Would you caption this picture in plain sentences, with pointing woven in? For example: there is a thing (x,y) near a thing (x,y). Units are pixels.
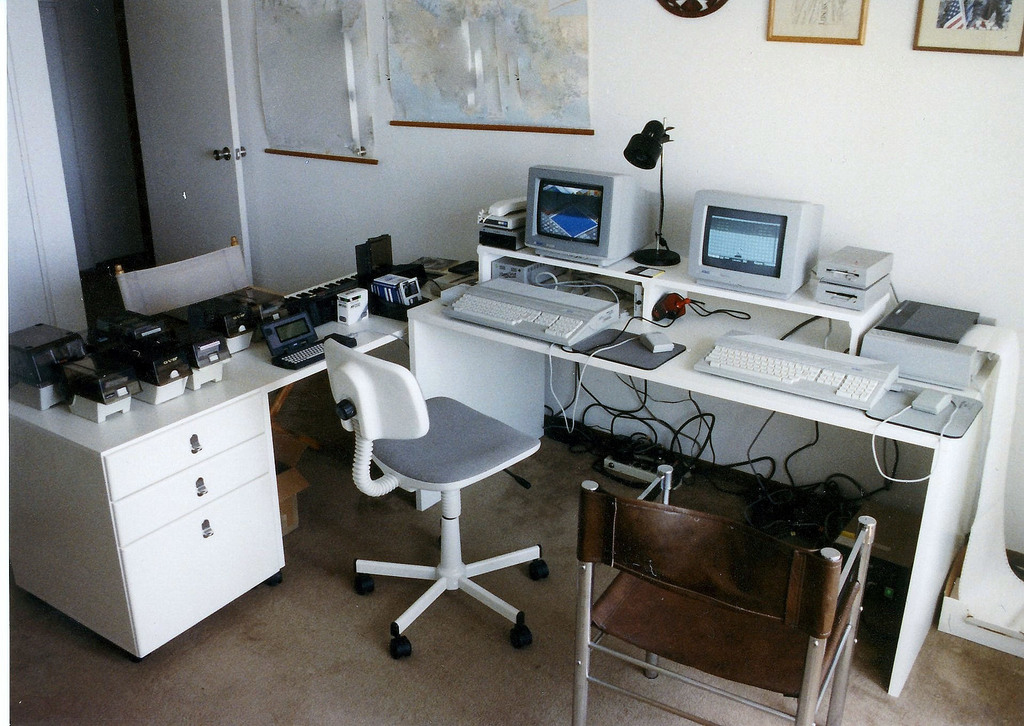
In this image, there are chairs (745,670) on the floor (543,658). I can see the keyboards (830,382), monitors (735,265), a lamp (640,157), telephone (490,219) and few other objects (415,279) on the tables (216,461). There are cables (655,456) and a cardboard box (286,473) under the tables (211,420). At the top of the image (774,11), I can see the photo frames (944,30) and posters (512,64) attached to the wall (735,69). On the left side of the image (204,210), I can see a door (176,178).
